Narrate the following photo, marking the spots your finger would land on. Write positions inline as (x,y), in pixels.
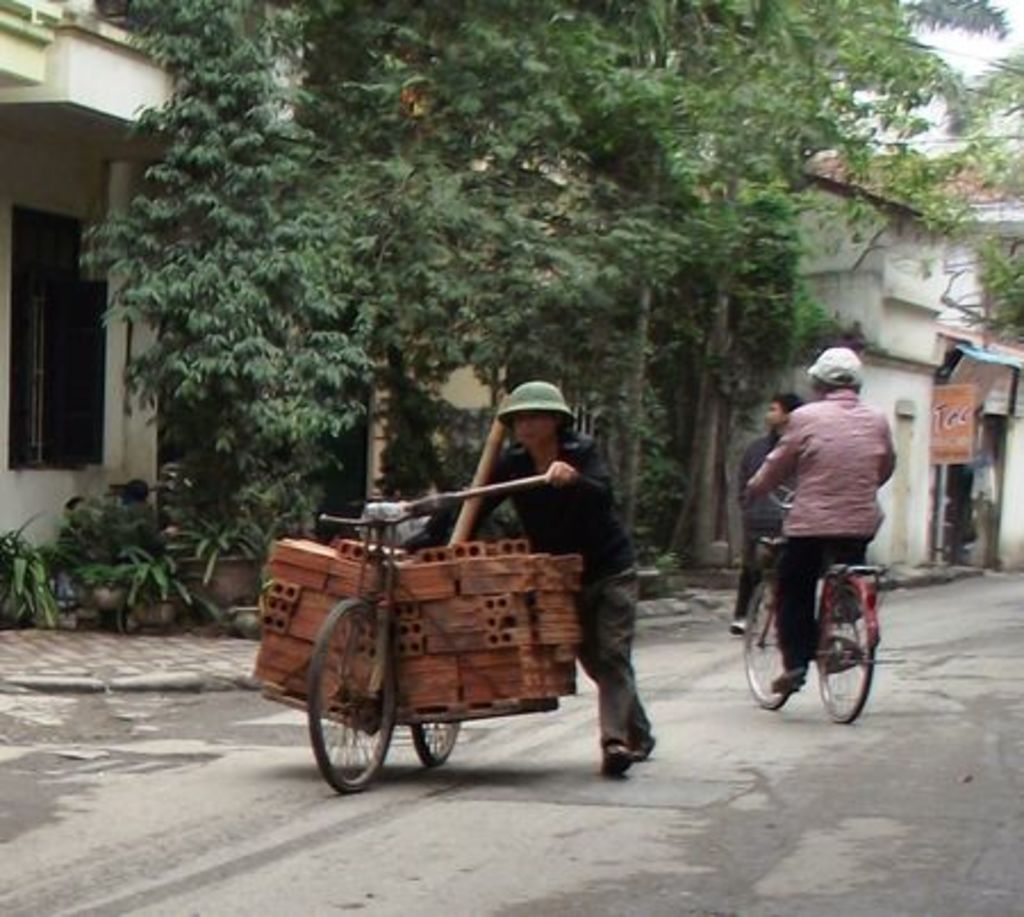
In this image the person (531,532) is holding something and pushing a bicycle (379,622). at the back side (657,522) we can see a building (857,305), trees (693,275).
